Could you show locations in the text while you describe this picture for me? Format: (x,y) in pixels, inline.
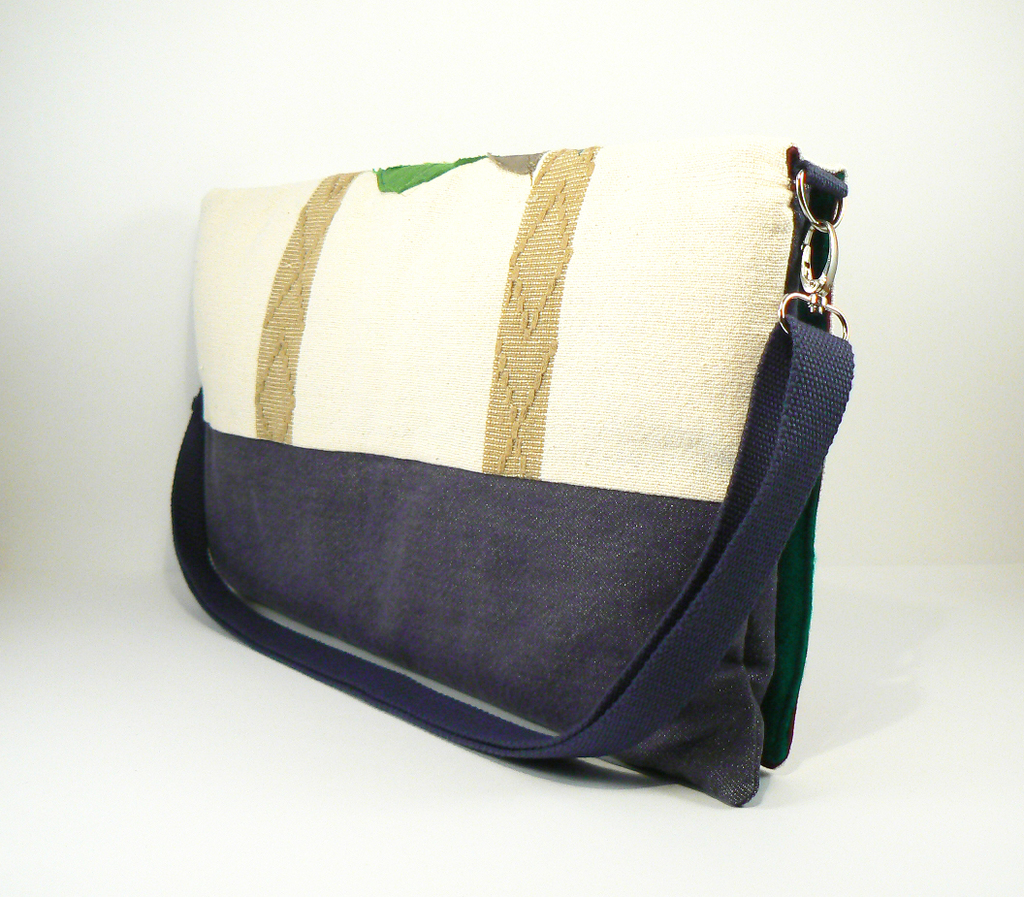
This is a bag (588,305) which is of blue and cream color and there are two brown color stripes (266,374) on this bag (363,471). To the background (703,87) it is white color.
